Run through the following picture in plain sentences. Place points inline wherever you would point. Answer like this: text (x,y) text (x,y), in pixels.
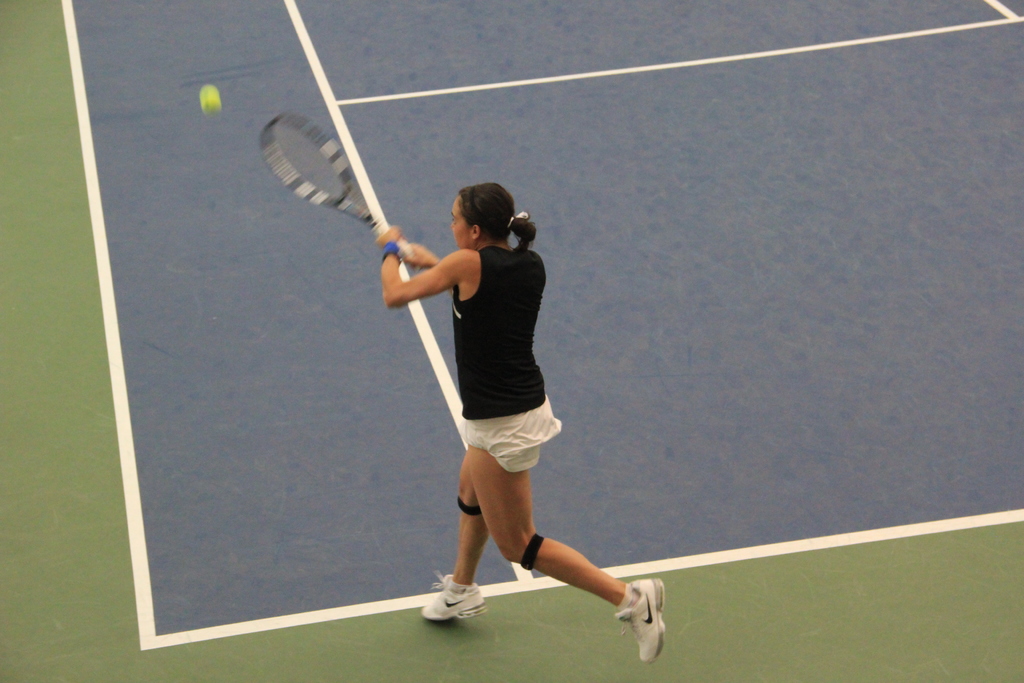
In this picture we can see a woman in the ground (138,490). She is holding a racket (300,180) with her hands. And this is ball (210,88).
